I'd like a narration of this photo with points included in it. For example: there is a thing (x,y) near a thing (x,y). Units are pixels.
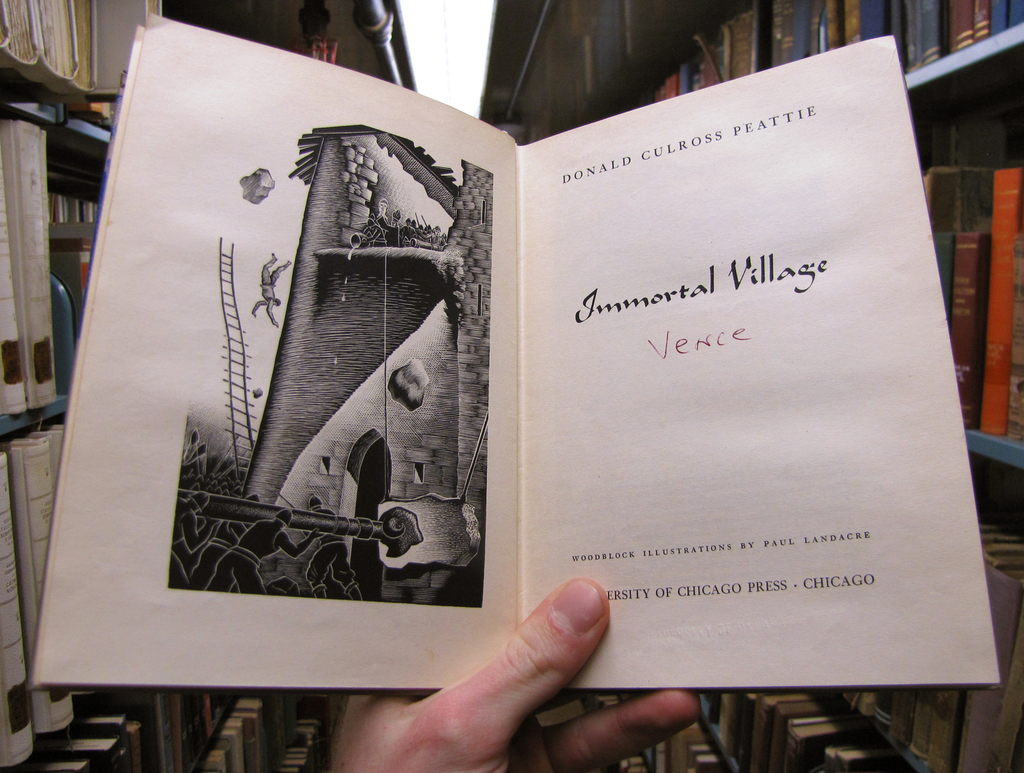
In this image a hand (465,699) is holding a book (153,256) on the right side (982,441) and left side (15,271) there are shelves (563,5), in that shelves (974,445) there are books (673,80).
